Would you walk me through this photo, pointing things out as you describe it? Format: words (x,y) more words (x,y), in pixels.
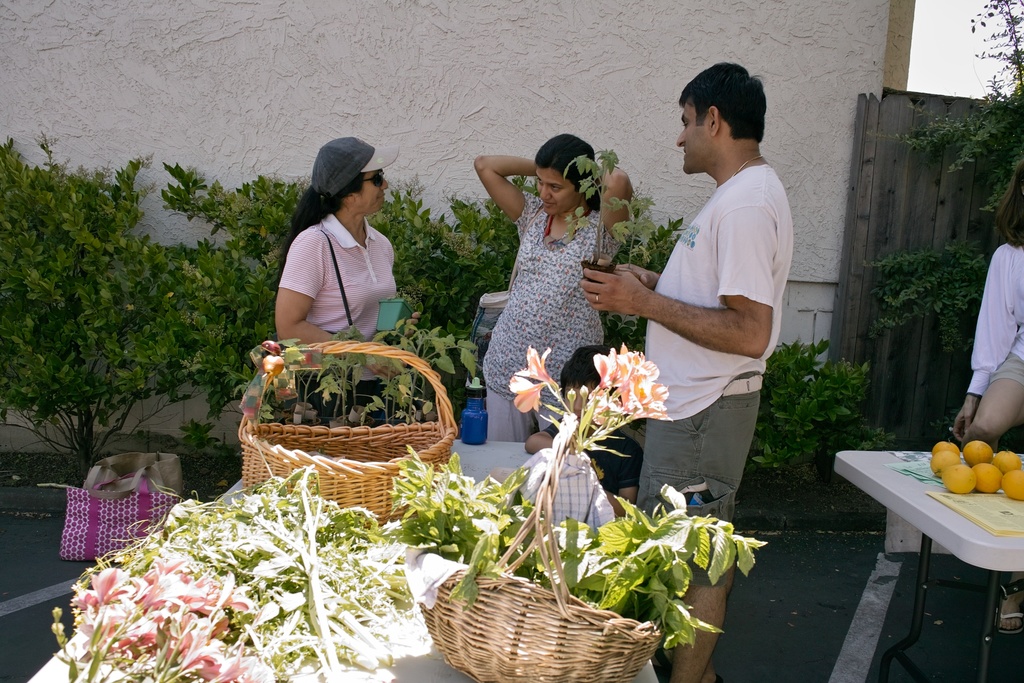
In this image some group of persons (1023,361) standing there are some baskets (297,447) on table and there are some leaves (257,542), on right side of the image (937,488) there are some fruits (960,489) on table (922,496) and in the background of the image (93,80) there is a wall (93,80) and some plants (404,214).
